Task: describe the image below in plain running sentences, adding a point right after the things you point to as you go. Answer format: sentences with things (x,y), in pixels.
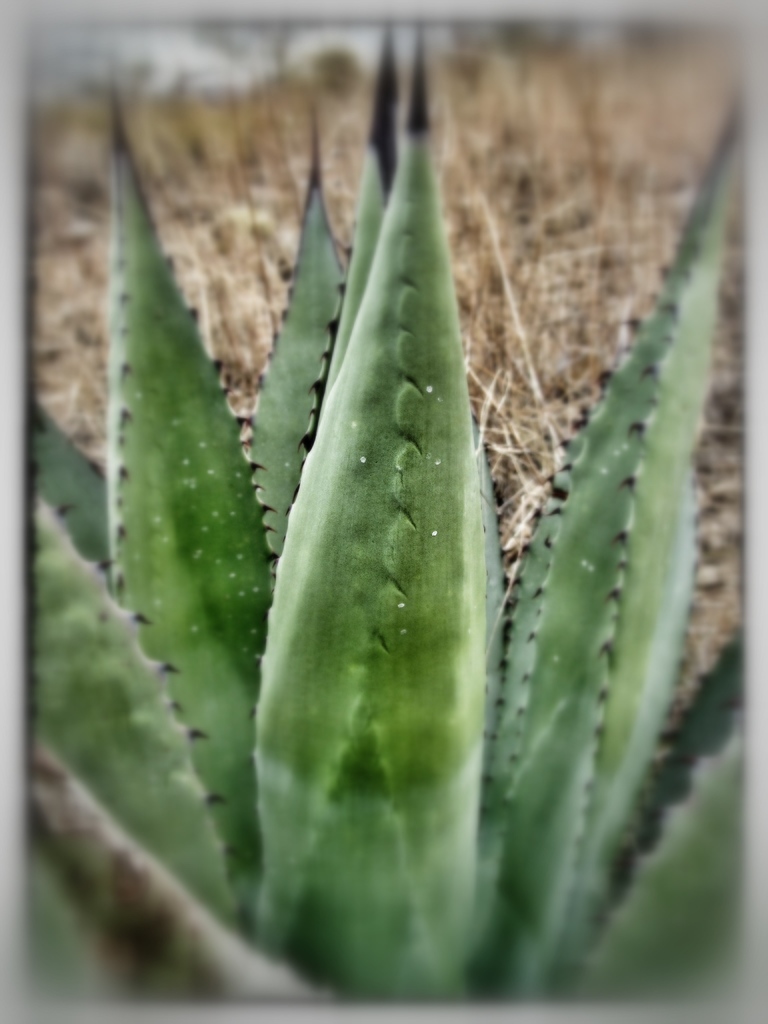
In the given image i can see a plant (284,428) and behind that i can see a dry grass (494,154).
